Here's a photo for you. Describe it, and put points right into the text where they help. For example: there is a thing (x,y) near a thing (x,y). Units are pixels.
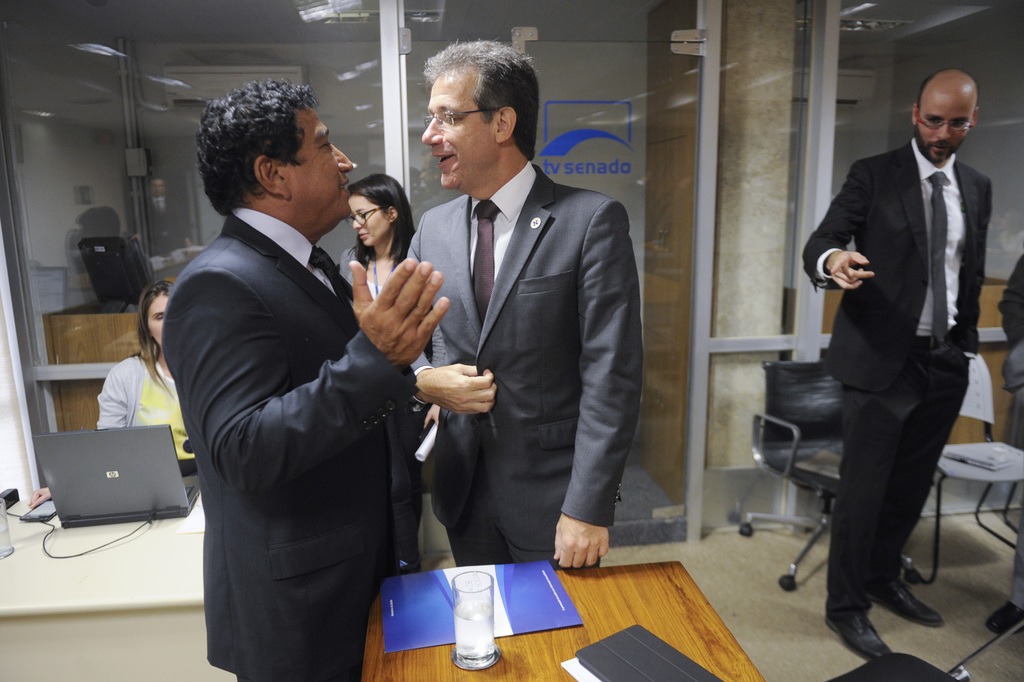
In the image there are few men (608,395) with suit (881,243) standing and talking, it seems to be clicked inside office (953,600), there is a table (461,674) in the front (553,681) and on left side (184,587) and some chairs (958,470) over the right side (1002,471), in the back (633,125) there is glass wall (633,125) with two women (170,410) one sitting at the laptop (155,478) on table (45,588) on the left side (44,563).
